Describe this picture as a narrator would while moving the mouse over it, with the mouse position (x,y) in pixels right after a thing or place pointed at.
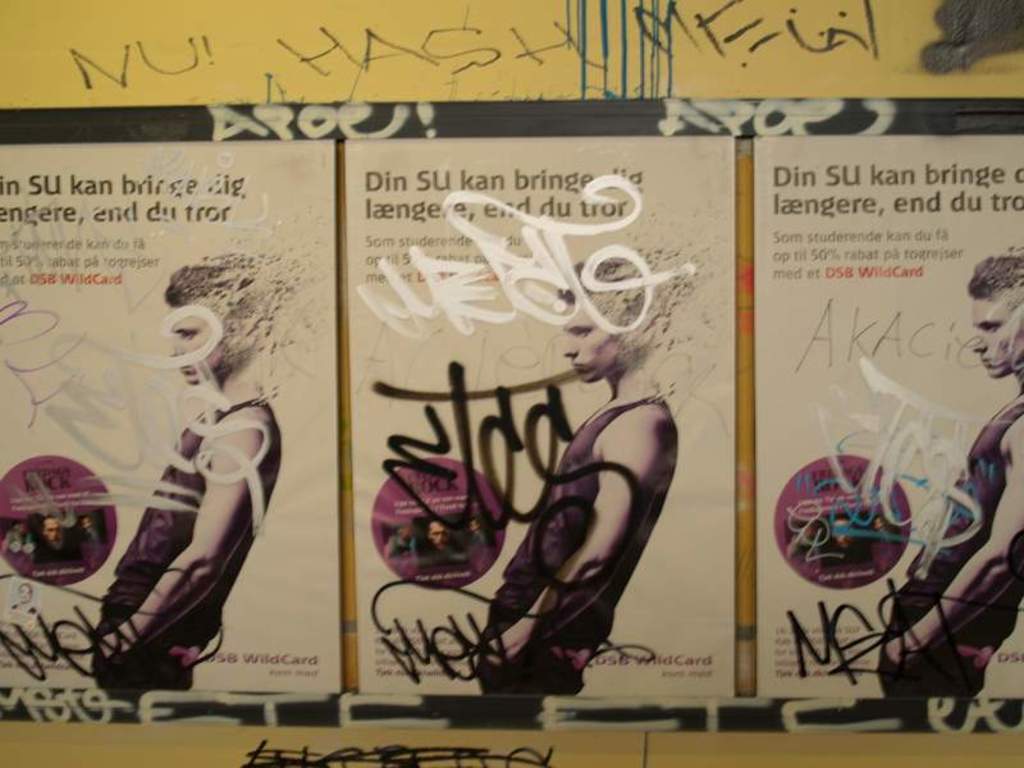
In this image, we can see posters (510,454) and there is some text (485,611) on the wall (468,6).
